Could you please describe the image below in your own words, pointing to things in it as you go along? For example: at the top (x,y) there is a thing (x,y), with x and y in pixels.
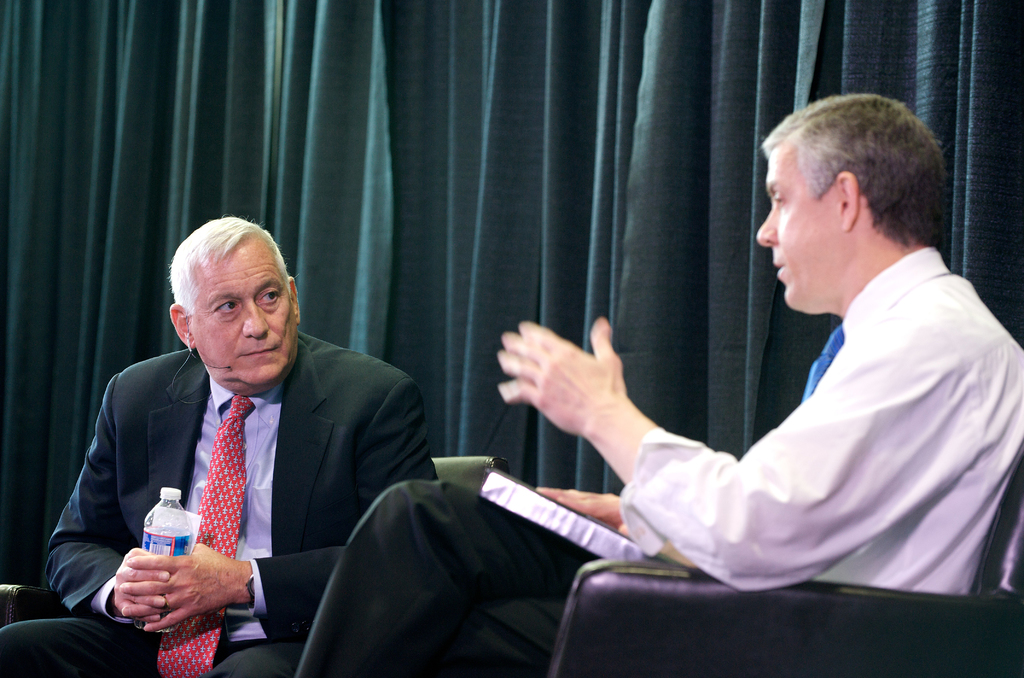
In this picture we can see two people (226,451) sitting on the chair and holding objects (151,546) in their hands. A curtain (504,150) is visible in the background (402,149).
